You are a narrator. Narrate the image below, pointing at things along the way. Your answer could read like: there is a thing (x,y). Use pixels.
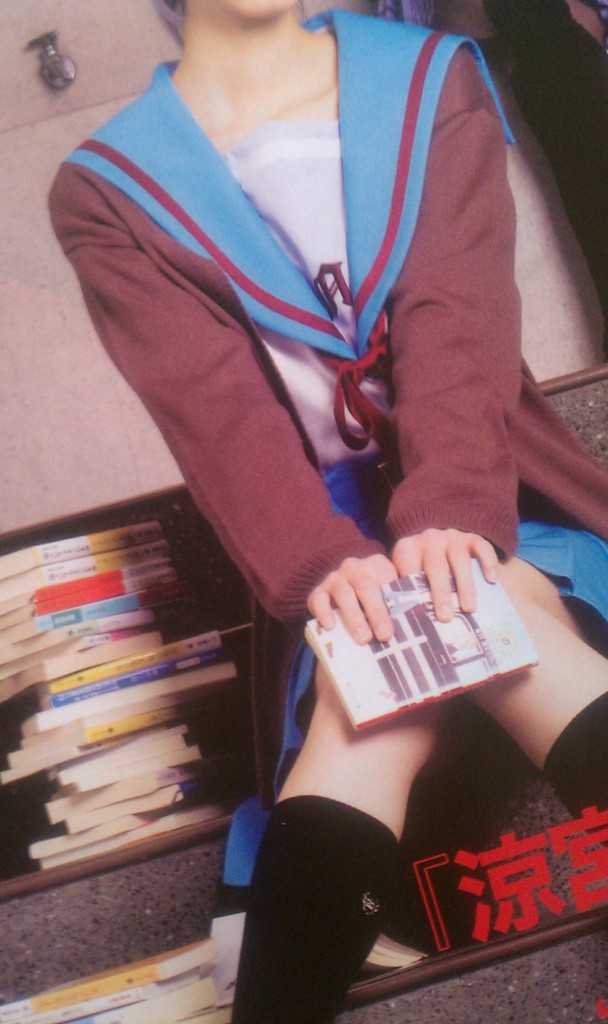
In this image, we can see a person (496,278) sitting and holding a book (407,646), at the left side (138,795) there are some books (103,690).
